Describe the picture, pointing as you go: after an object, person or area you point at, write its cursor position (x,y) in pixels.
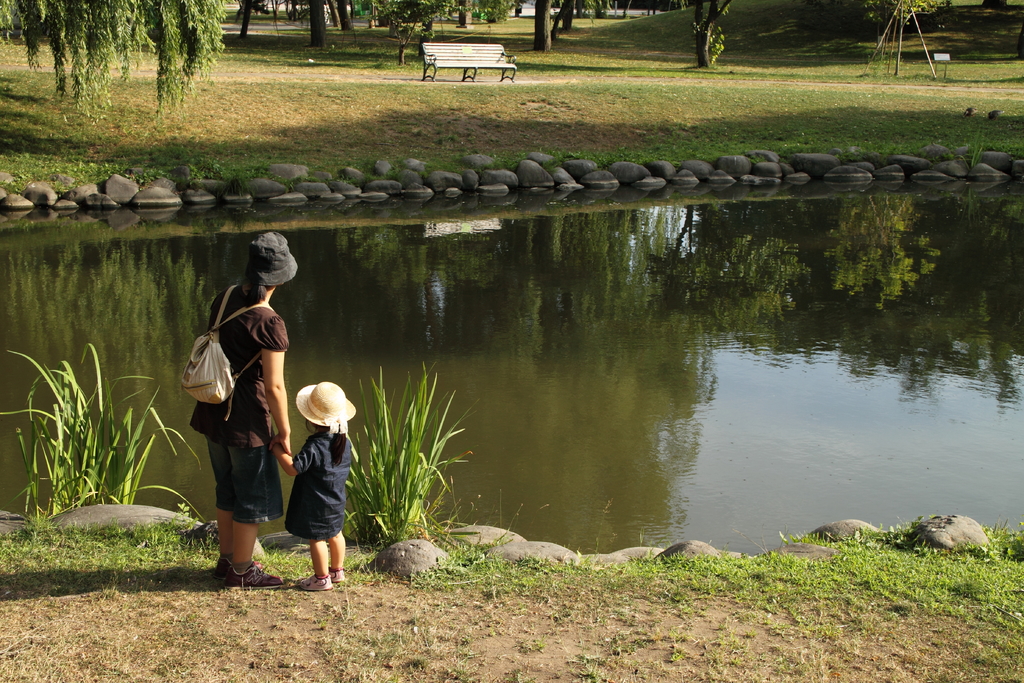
This woman (243,437) wore bag (251,360) and holding a hand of this girl (328,453). In-front of this woman (245,420) and girl (344,446) there is water (542,259). Far there are trees (67,4) and bench (491,62).
